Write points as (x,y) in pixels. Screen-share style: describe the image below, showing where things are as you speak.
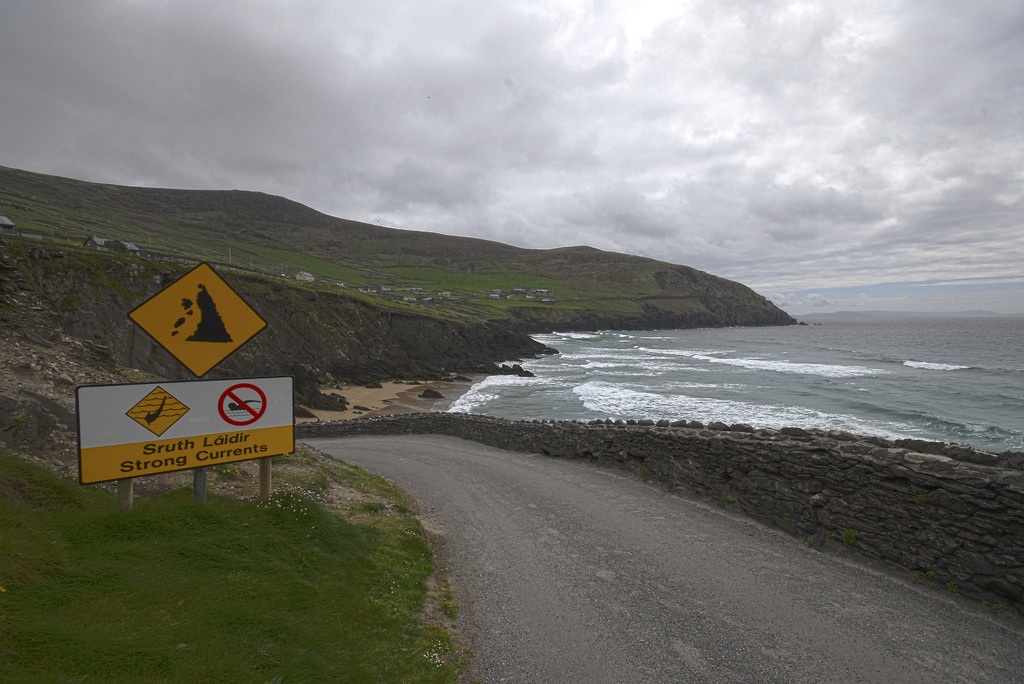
In this image I can see the road (440,472), water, few sign boards (195,283), number of buildings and the hills (392,275). In the background (585,202) I can see clouds (582,147) and the sky (713,163) and on one board (173,393) I can see something is written.
